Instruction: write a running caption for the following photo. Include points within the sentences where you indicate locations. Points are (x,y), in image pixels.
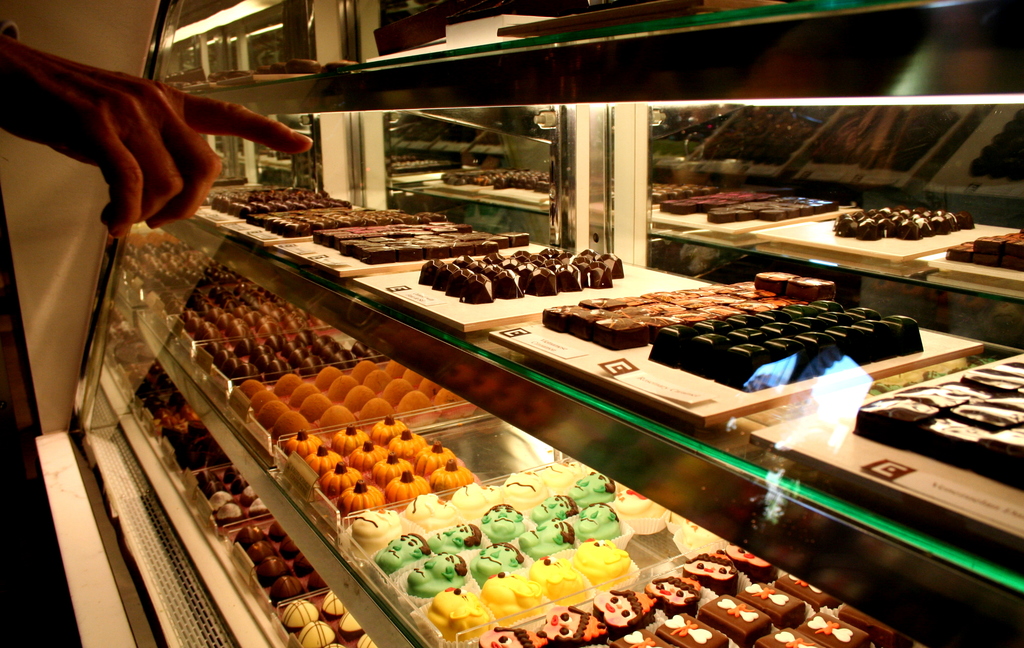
In this image, we can see some sweets (459,500), at the left side (111,174) there is a hand (115,120) of a person (134,166) which is pointing at the sweets (476,238).
